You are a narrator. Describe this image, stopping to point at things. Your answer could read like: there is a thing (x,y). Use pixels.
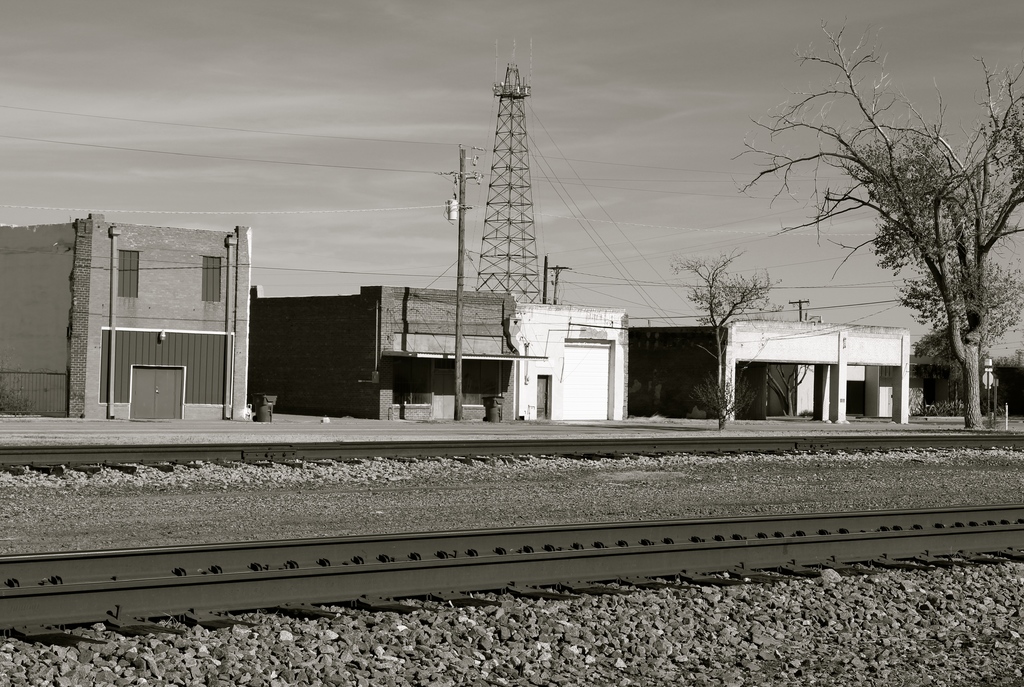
In this picture we can see a railway track (52,591) and a few stones (965,670) on the path (1008,635). We can see a few houses (424,375), poles (461,159), tower (492,167) and trees (965,335) are visible in the background (955,311).
